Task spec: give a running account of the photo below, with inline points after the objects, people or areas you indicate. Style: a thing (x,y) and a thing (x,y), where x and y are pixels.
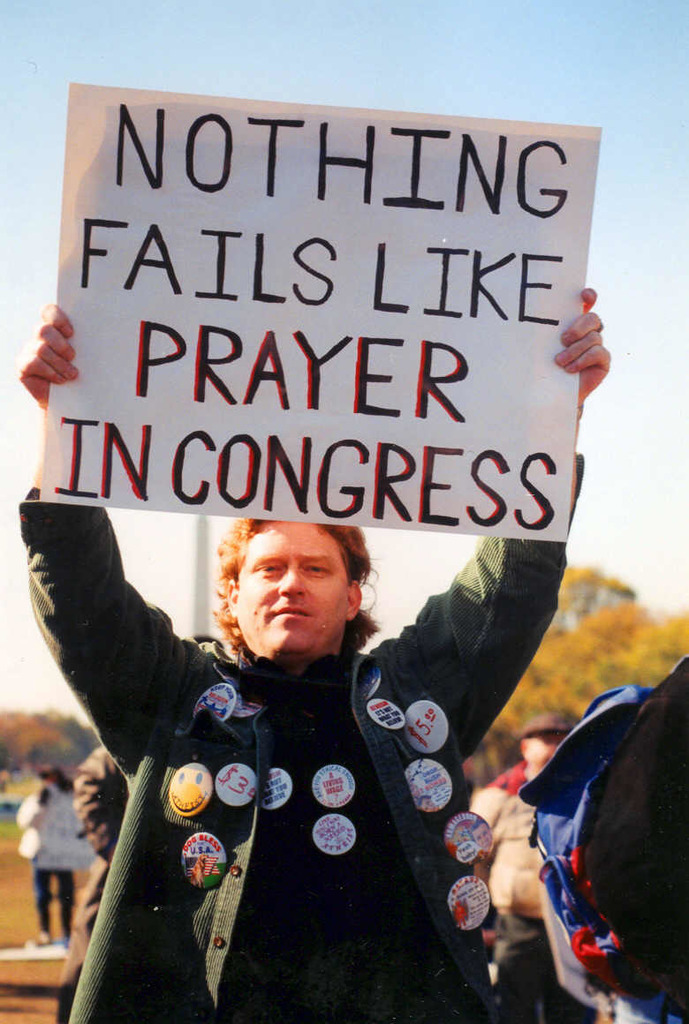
In this picture we can see a person (382,911) is standing and holding a card (321,408), there is some text (382,342) on the card (350,370), there are two persons (517,765) standing in the middle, in the background (567,644) we can see trees (615,662), there is the sky (420,42) at the top of the picture (402,42).
